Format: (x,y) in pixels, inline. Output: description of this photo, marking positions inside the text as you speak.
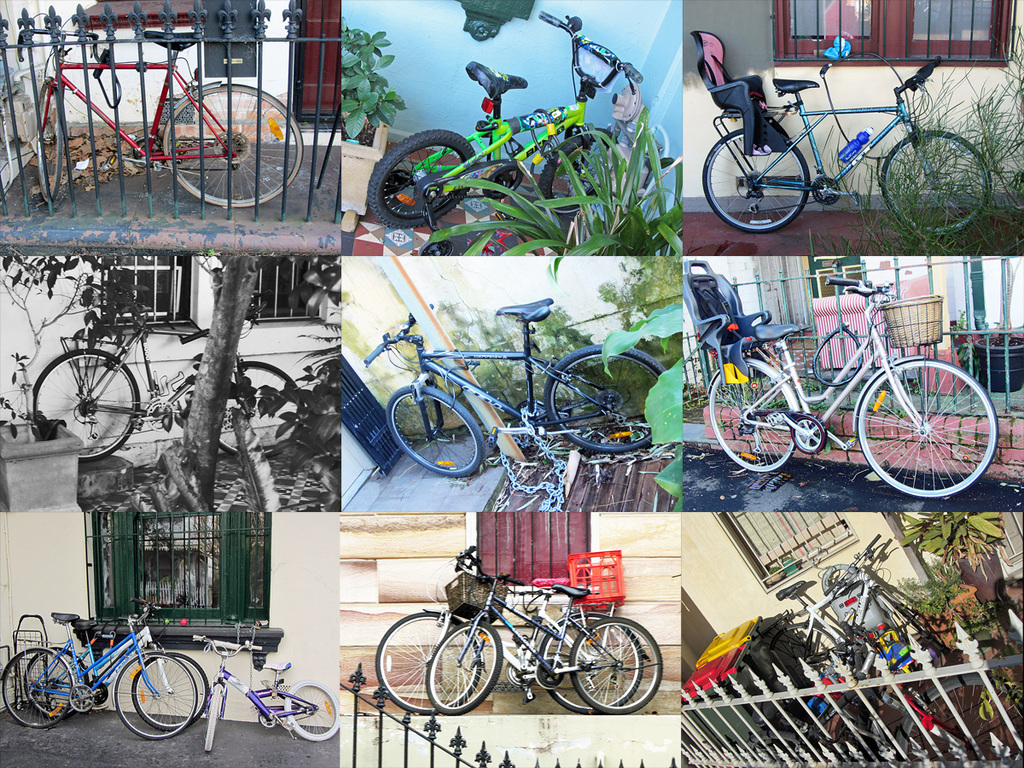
This is a collage, in this image there are cycles (273,432) wall (293,679), windows (804,563), plants (987,648), railing (765,679), gate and some other objects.
